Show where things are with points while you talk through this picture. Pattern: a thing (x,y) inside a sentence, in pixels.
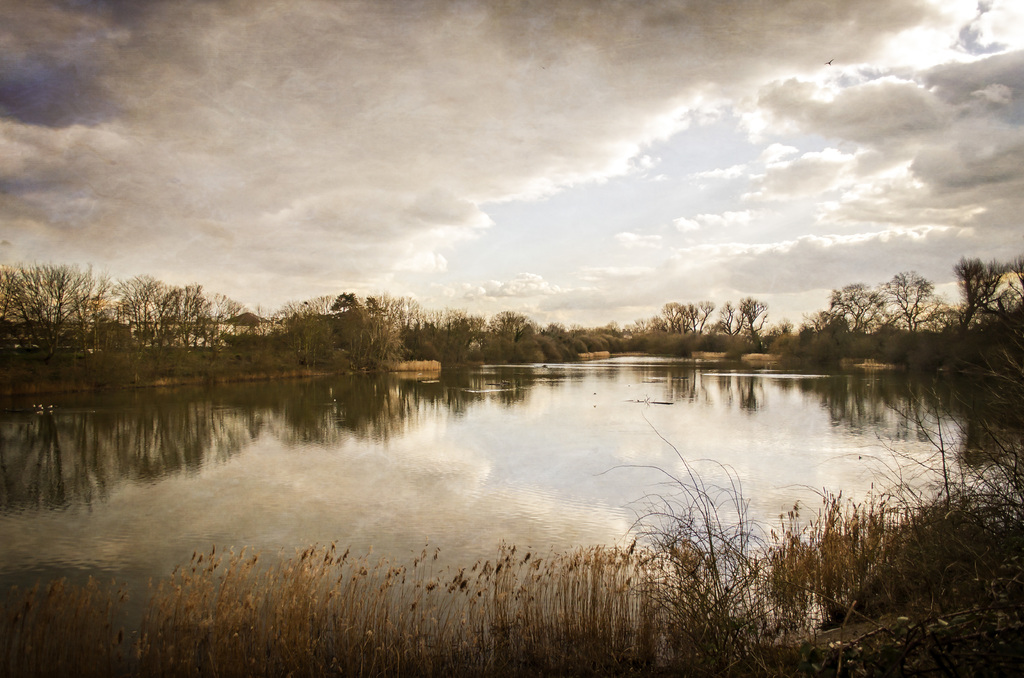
In the picture we can see a pond (214,452), around it, we can see the grass plants (776,580) and in the background (361,326), we can see some trees (603,340) and the sky (417,234) with clouds (9,252).
